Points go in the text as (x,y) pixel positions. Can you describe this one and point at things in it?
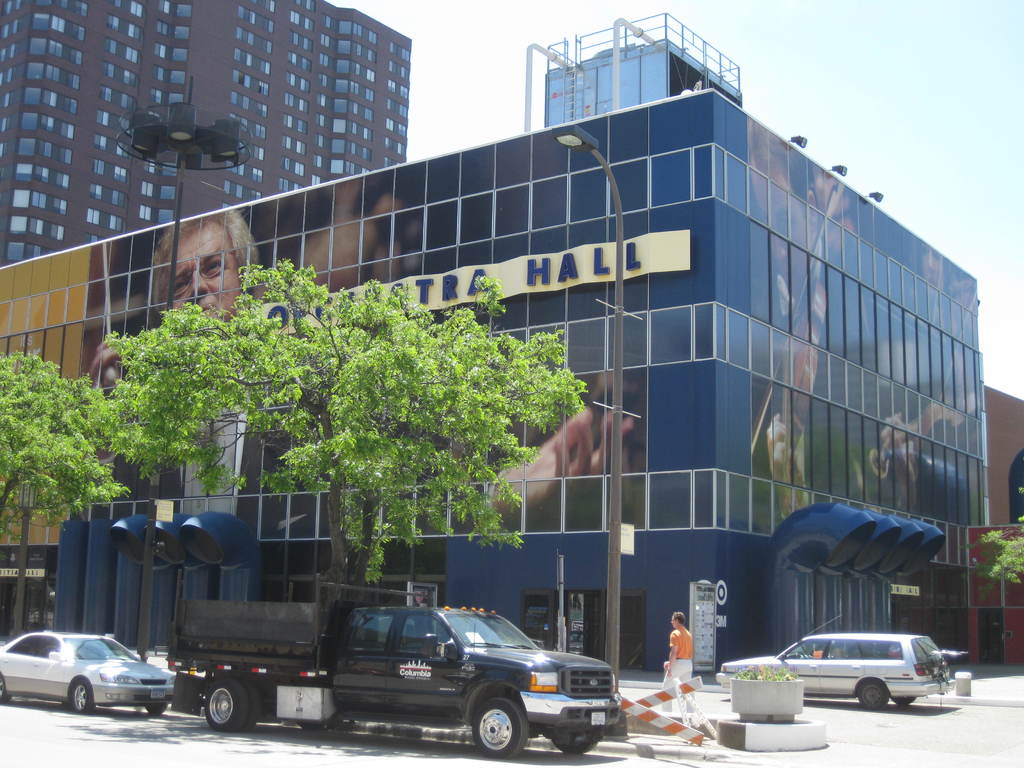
In this image in the center (506,473) there is one building (787,414) and in the foreground (291,699) there are some vehicles (417,676) and one person (684,660) is walking and also there are some trees (348,371), poles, street light (160,139). At the bottom (448,751) there is road (389,751), in the background (117,52) there are some buildings (280,98) and some lights (207,143).
